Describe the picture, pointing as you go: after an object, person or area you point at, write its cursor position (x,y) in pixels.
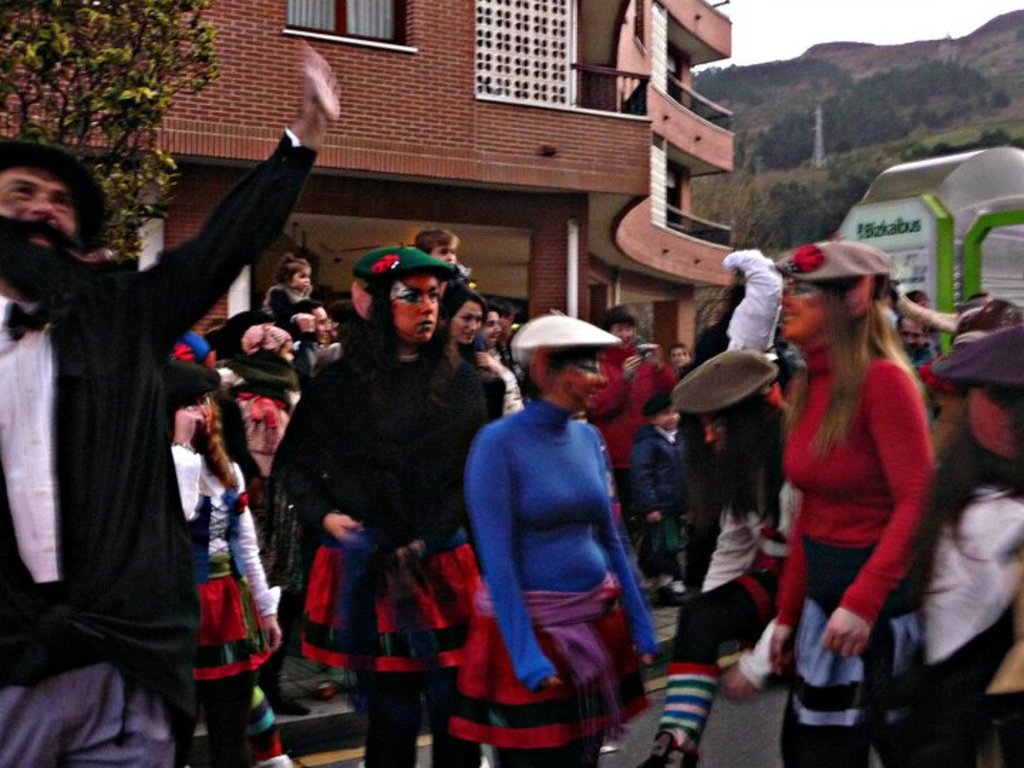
In this image few persons (361,529) are standing on the road (747,741). Few persons (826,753) are standing on the pavement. A woman (891,566) wearing a red shirt (921,479) is wearing a cap (829,248). A person (87,513) wearing a black shirt (161,504) is wearing a cap (83,195). Behind him there is a tree (122,43). Behind it there is a building (583,132). Right side (925,97) there are few trees (929,82). Behind there is hill (847,51). Top of image (829,20) there is sky (805,33).
